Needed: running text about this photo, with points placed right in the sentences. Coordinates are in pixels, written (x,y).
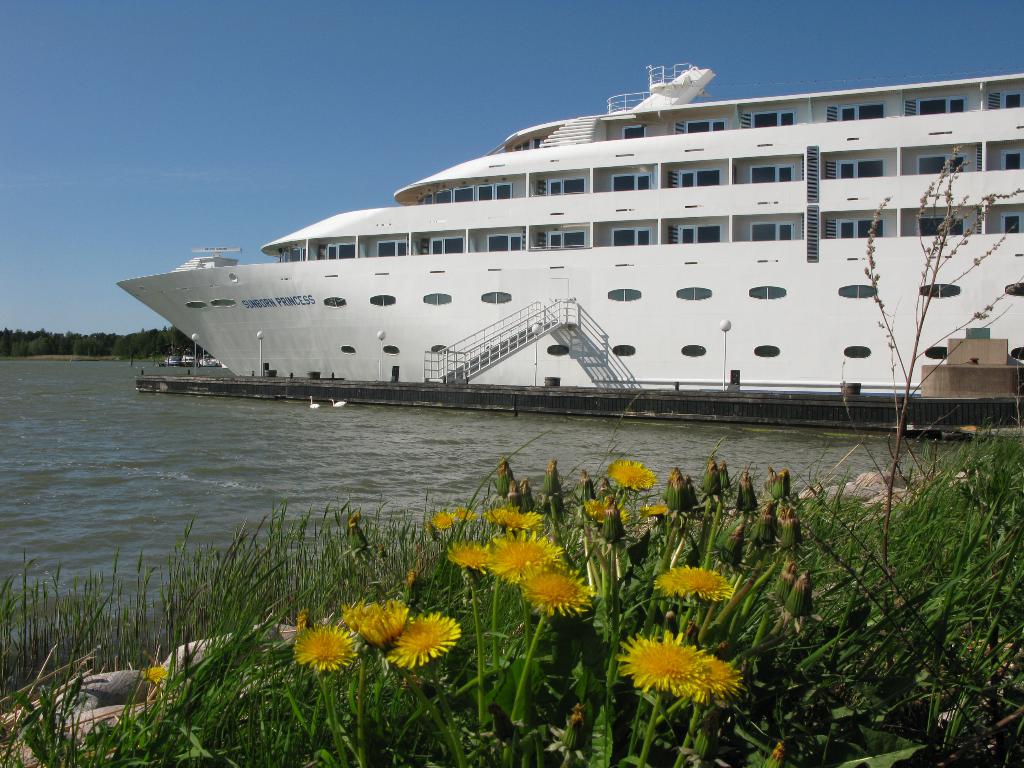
In the center of the image (541,273), we can see a ship (436,247) and in the foreground (586,573), there are plants (454,561) with flowers (519,543) and buds (611,533) and there are trees (127,338). At the top (116,117), there is sky (109,152) and at the middle (349,486), we can see water (269,443) and some birds (338,405).
